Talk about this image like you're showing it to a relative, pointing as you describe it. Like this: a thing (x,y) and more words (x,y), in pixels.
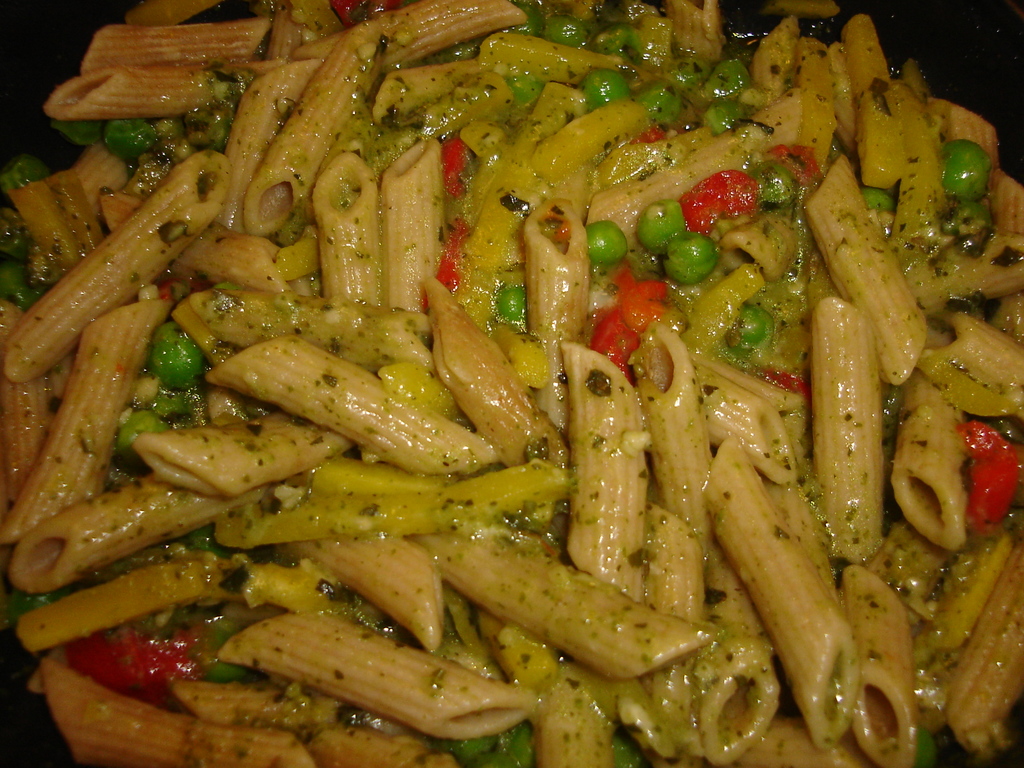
In this image I can see a pasta (664,337). It is in cream, red and green color.
